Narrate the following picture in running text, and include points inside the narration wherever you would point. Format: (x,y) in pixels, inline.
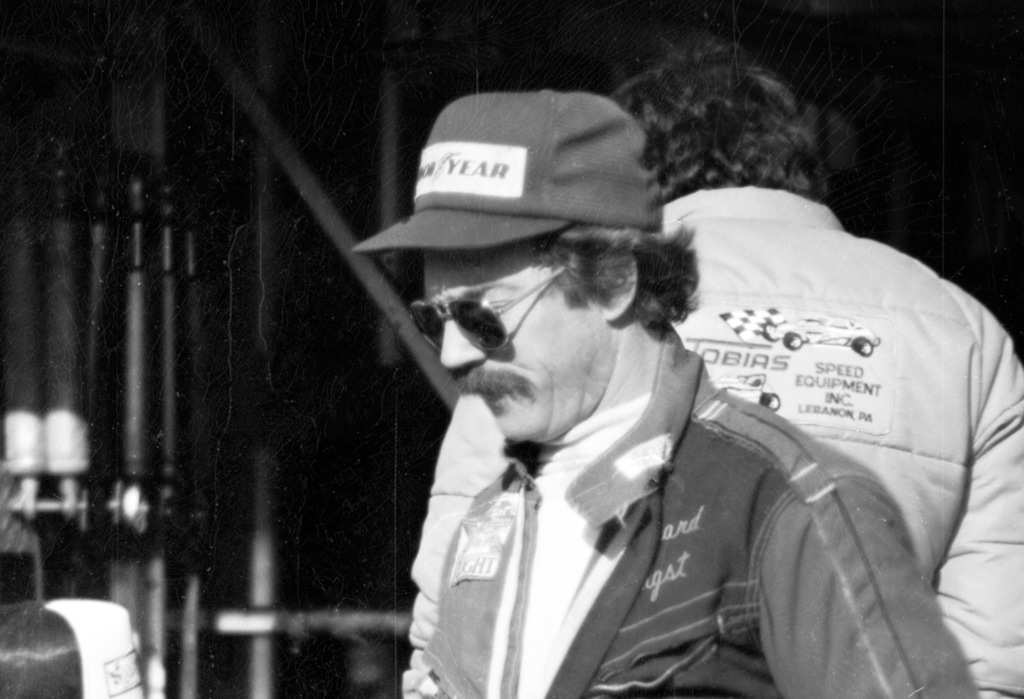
This is a black and white image. In this image we can see men (645,403) standing and grills (133,336) in the background (142,313).
